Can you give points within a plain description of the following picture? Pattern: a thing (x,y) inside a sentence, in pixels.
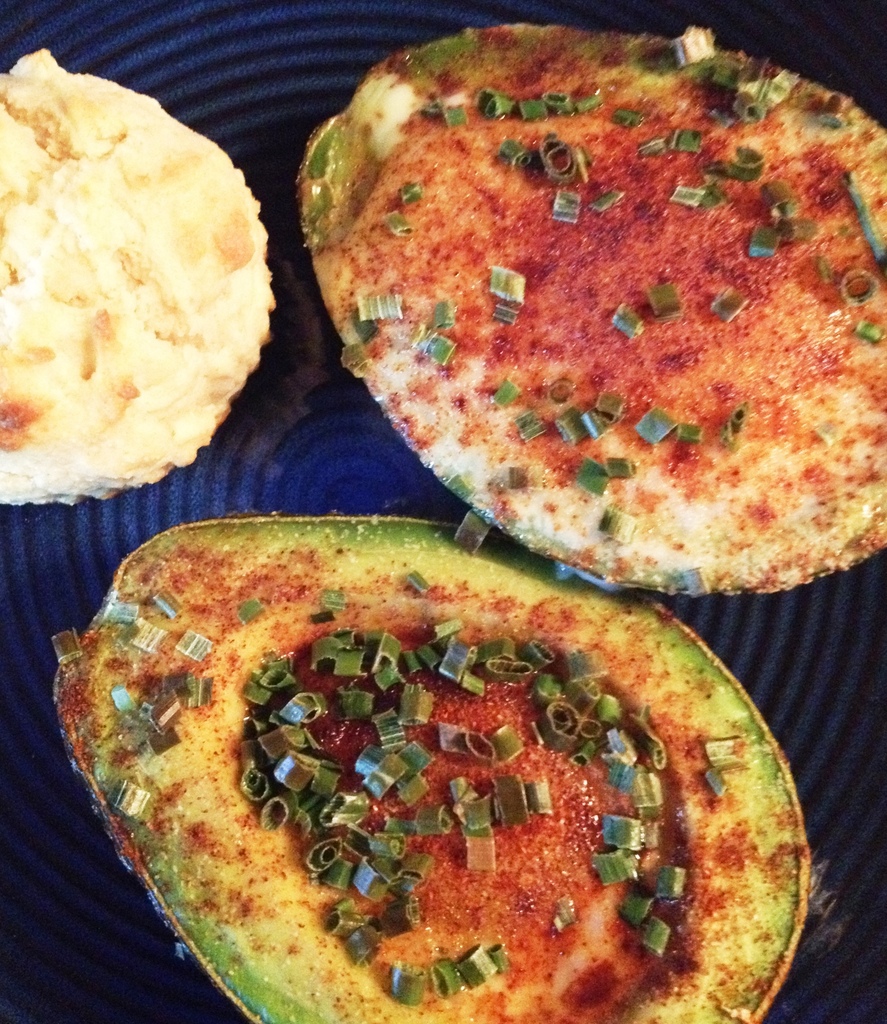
In this image I can see a biscuit (237,365), avocados (281,611) and a food item (677,353) in a plate (406,17). This image is taken may be in a room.
